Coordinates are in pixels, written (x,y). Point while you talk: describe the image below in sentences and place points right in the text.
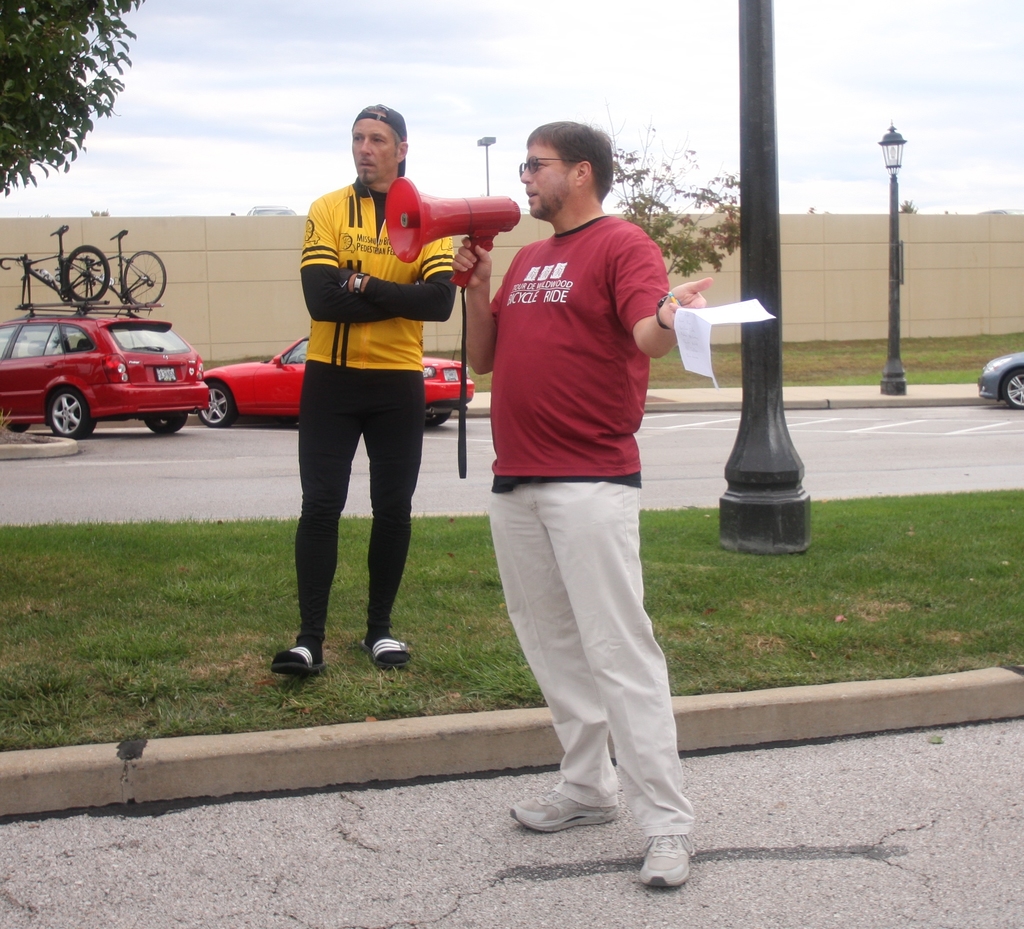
In this image there is the sky (398,65), there is a wall (224,270), there are vehicles (231,374) on the road (169,465), there is a vehicle (96,348) truncated towards the left of the image (78,367), there is a vehicle (993,375) truncated towards the right of the image (1006,371), there is streetlight (893,195), there are poles (765,274), there is a tree (77,66) truncated towards the left of the image (69,81), there is grass (152,623), there are two persons (332,241) standing, there is a person (586,432) talking, there is a person (570,335) holding an object (507,228).
